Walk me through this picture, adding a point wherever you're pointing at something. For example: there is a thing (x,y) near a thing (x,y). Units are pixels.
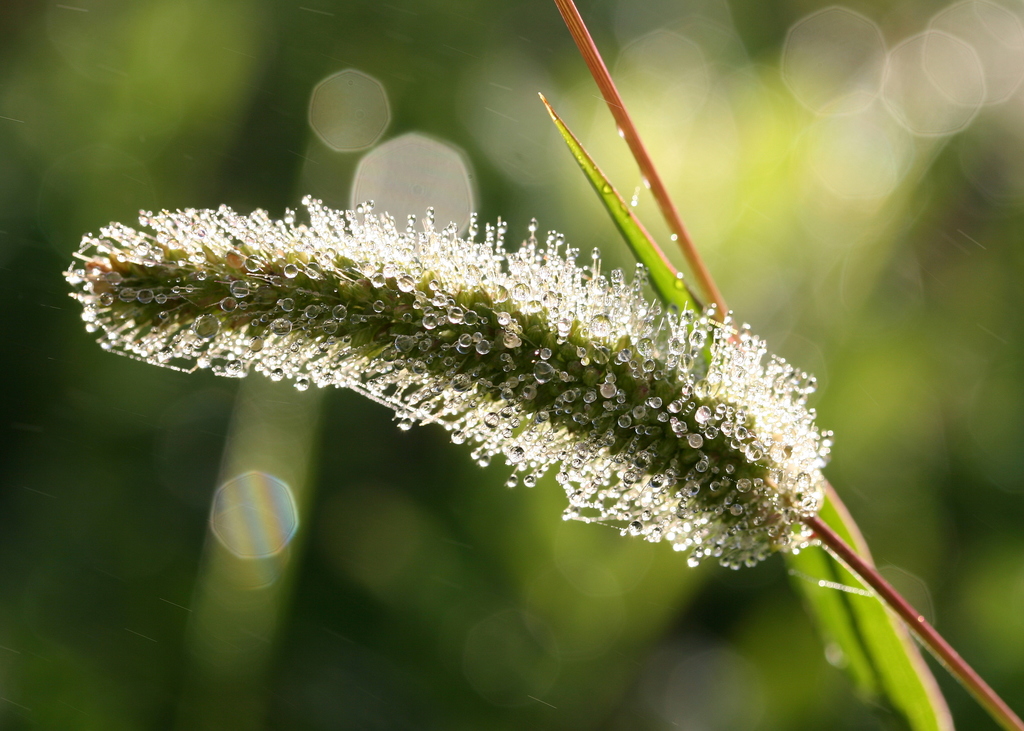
In this image, we can see a plant (645,347) on the blur background.
